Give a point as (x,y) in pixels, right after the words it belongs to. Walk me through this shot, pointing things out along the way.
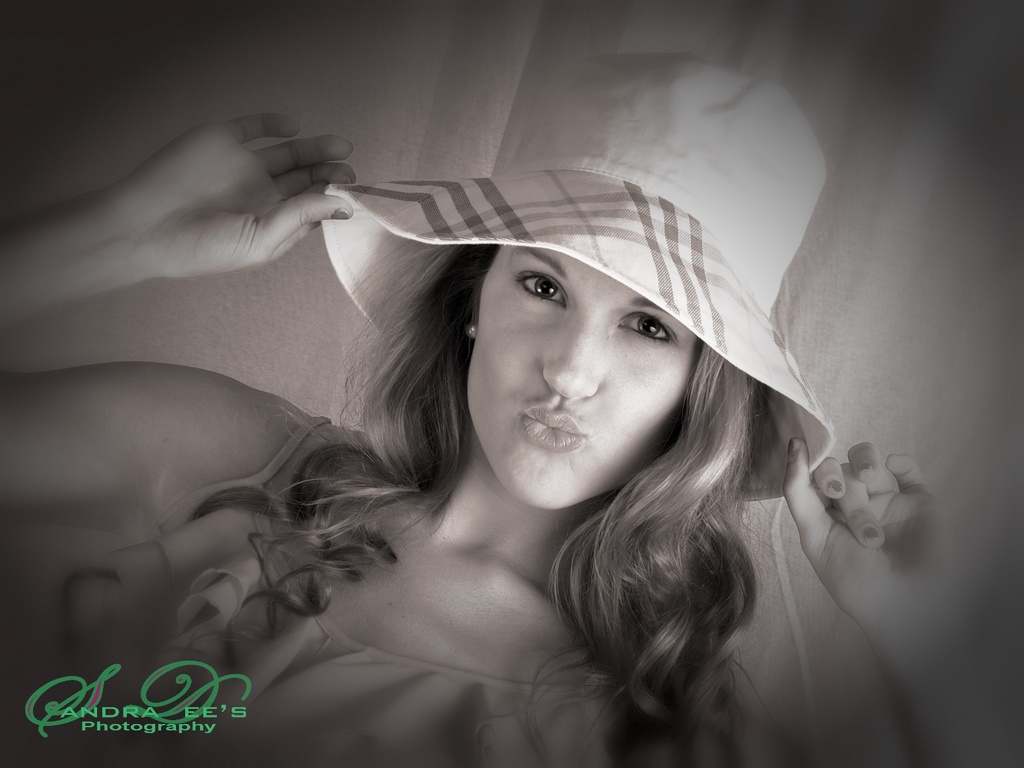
In this picture we can see a woman (326,671) holding a hat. A watermark (251,694) is visible on the left side (159,691).
